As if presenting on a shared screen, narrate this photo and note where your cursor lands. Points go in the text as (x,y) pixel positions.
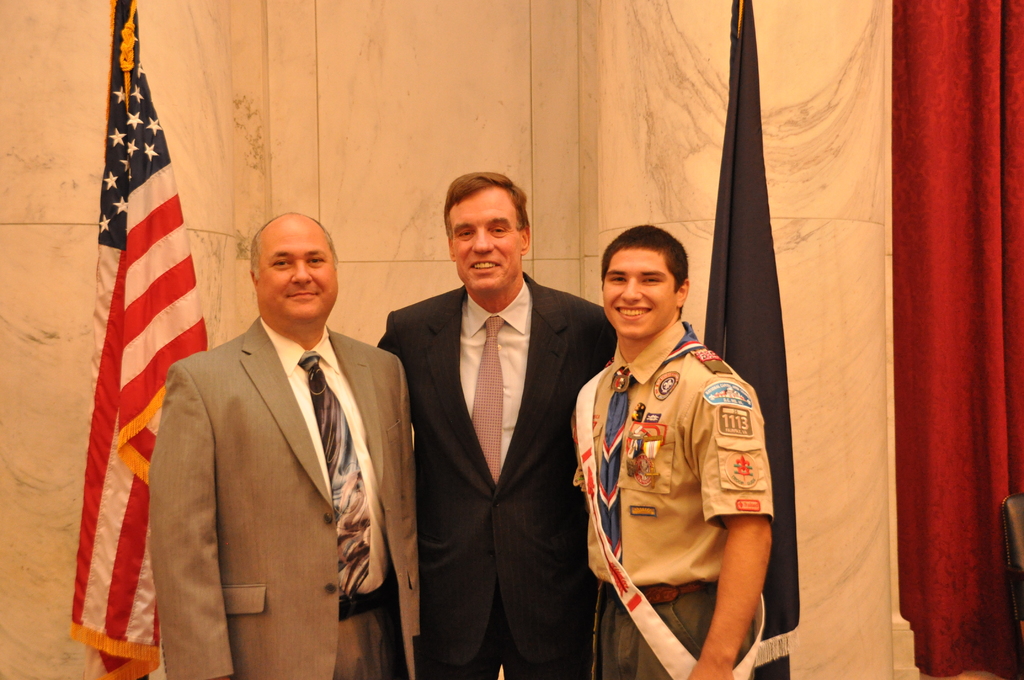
This is the picture of a room (993,402). In this image there are three persons (449,398) standing and smiling. At the back (782,623) there are flags (782,623) and there is a red curtain (963,607) and chair (1018,576).
